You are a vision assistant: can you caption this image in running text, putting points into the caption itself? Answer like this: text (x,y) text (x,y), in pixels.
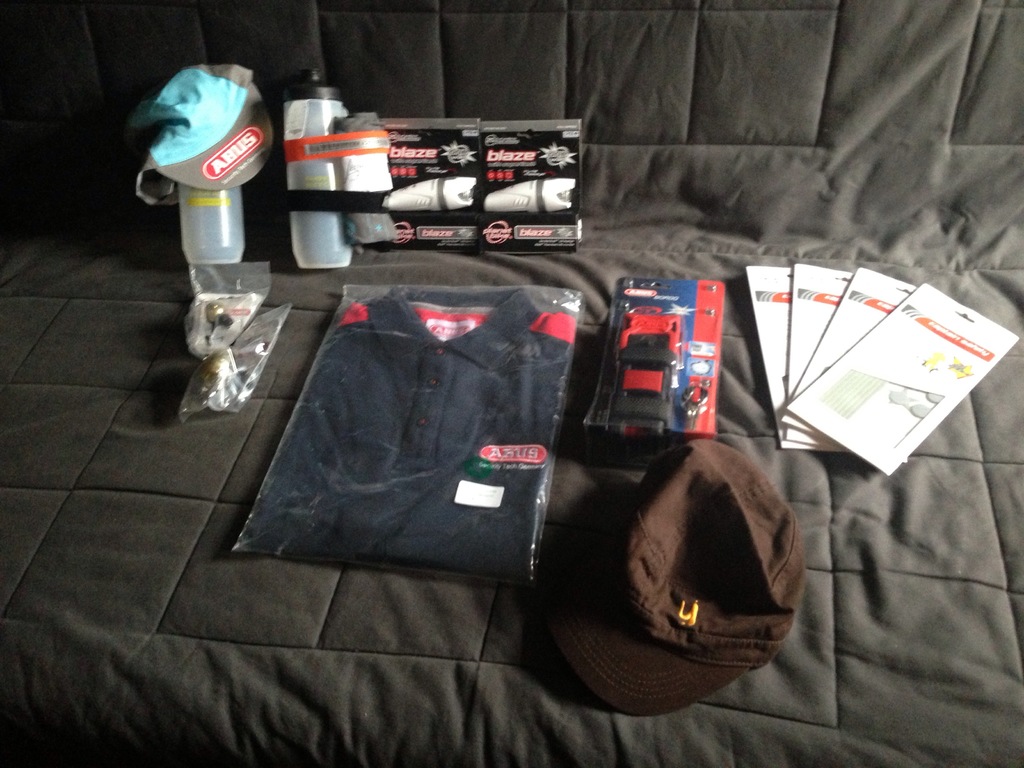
In this image we can see a T-shirt (403,410), few bottle (312,162), few caps (228,119) and few other objects (771,359) placed on an object (736,366).
